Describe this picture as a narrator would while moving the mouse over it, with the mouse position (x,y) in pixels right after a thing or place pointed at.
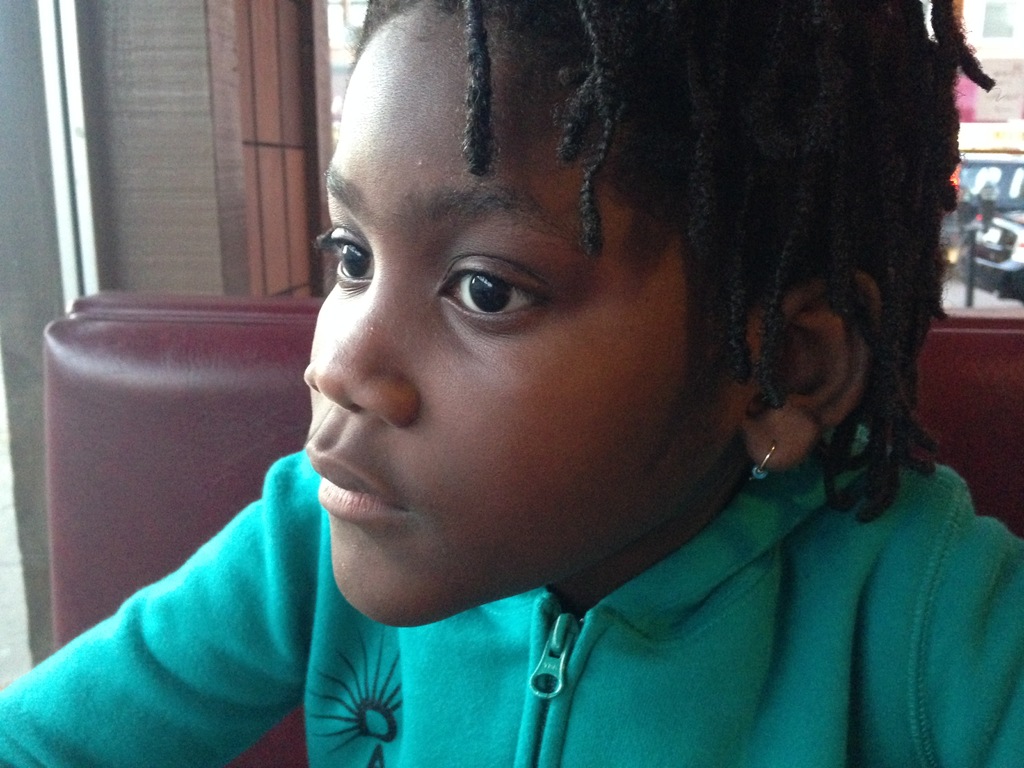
In this picture there is a girl (425,721) with green jacket (877,557) is sitting on the chair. At the back (981,164) there are vehicles (971,178) on the road (963,284) and there is a building (1023,14).
